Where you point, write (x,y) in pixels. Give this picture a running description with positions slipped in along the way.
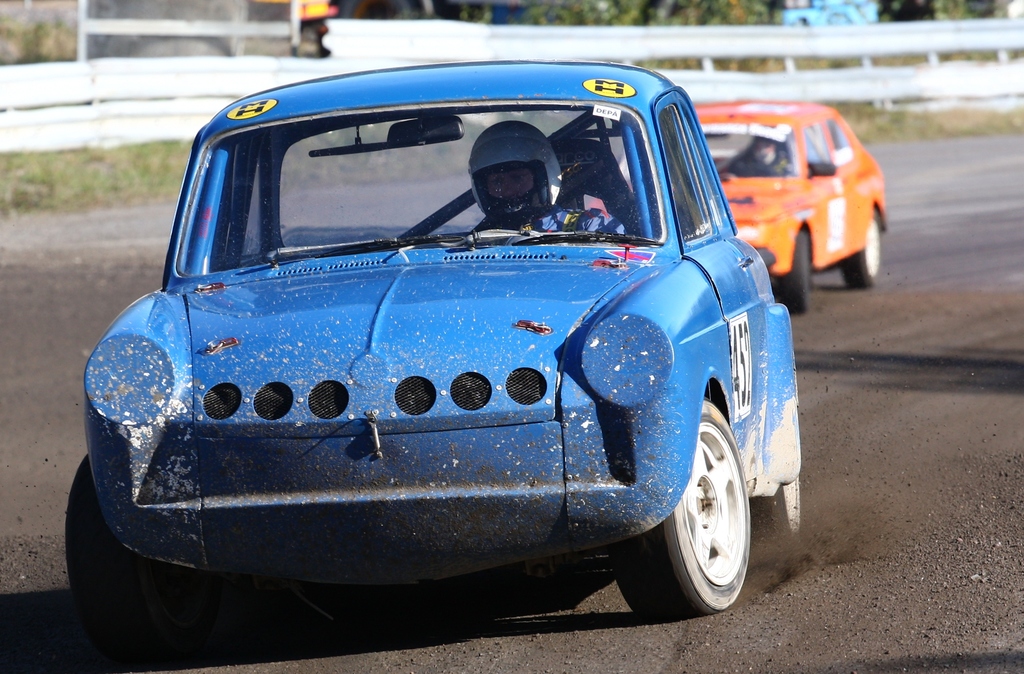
In this image there are cars (657,285) on a road (969,327), in the background (851,73) it is blurred.
